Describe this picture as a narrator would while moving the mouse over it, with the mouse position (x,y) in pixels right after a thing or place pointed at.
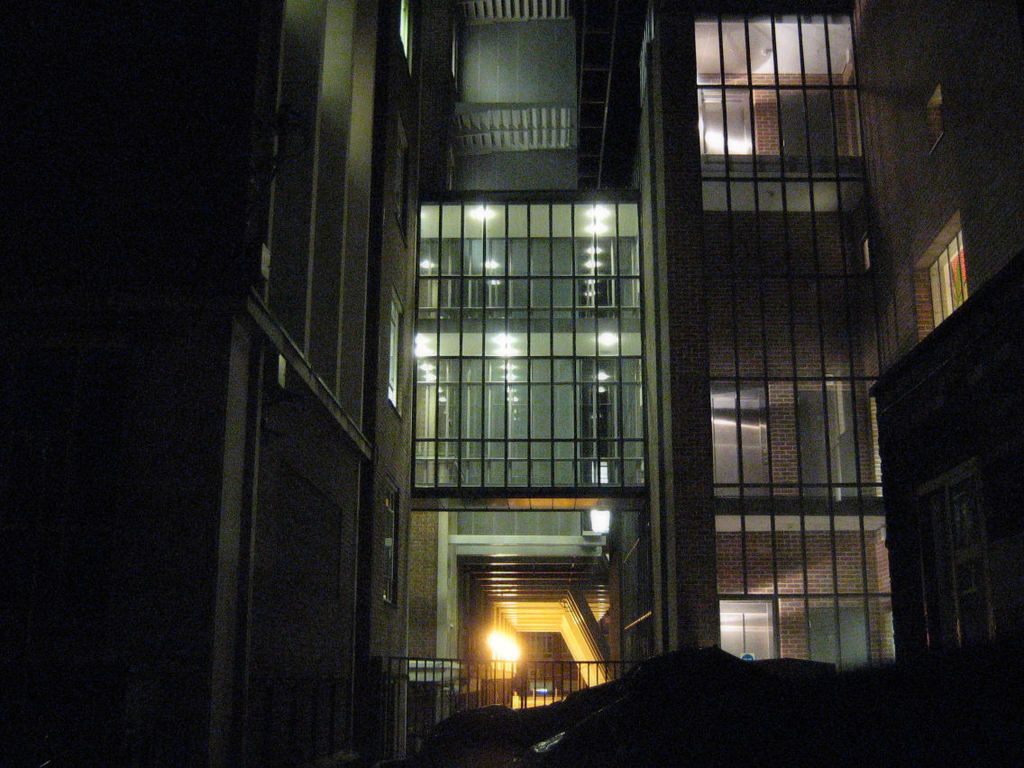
In this image we can see a building (708,405), lights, and glasses (558,429).
